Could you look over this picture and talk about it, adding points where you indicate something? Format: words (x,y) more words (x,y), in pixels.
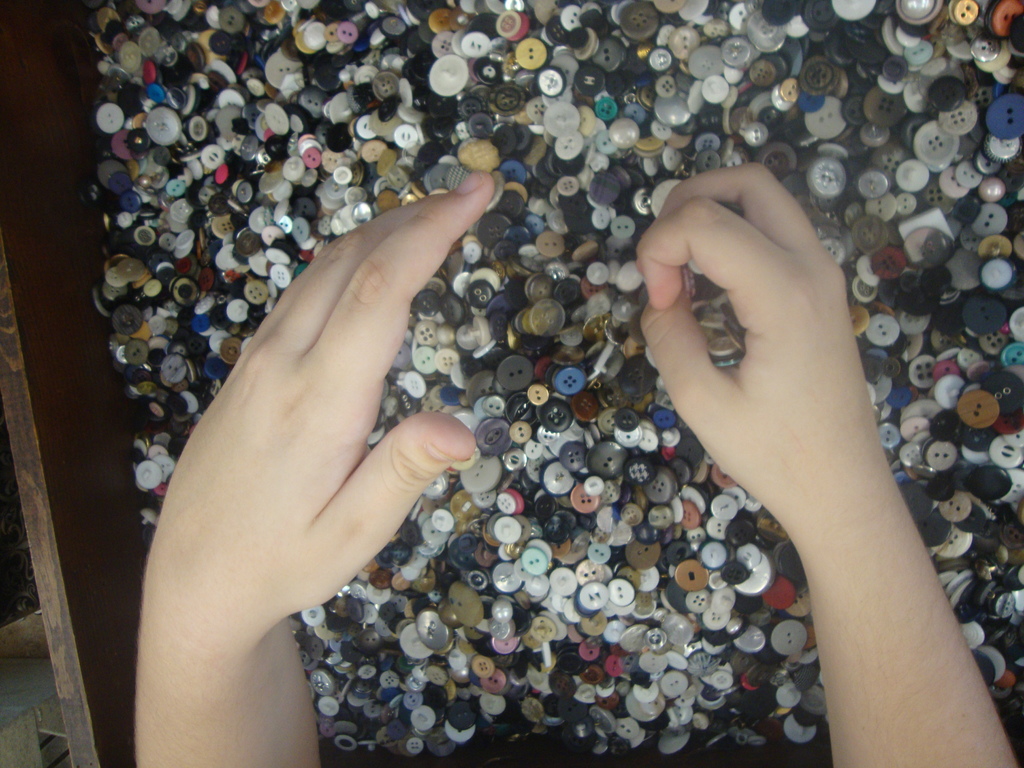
In this picture I can see few buttons (488,276) in the wooden box (107,424) and I can see human hands (271,666).
